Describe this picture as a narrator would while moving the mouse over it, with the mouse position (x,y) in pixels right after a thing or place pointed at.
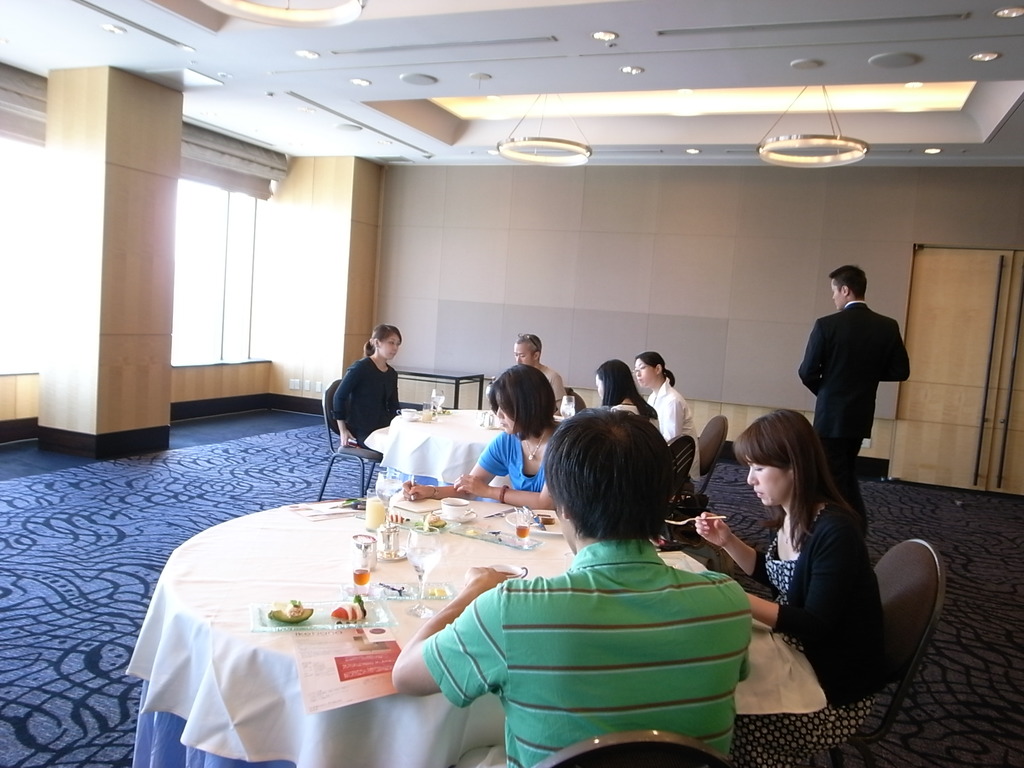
In this picture there are group of people (635,633) sitting. There is a glass (417,556), cup (458,507), saucer (455,519), food (361,616) in plate (322,626), paper (322,661), cloth (251,590) on the table (270,596). There are some lights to the roof (632,113). There is a door (976,375).
